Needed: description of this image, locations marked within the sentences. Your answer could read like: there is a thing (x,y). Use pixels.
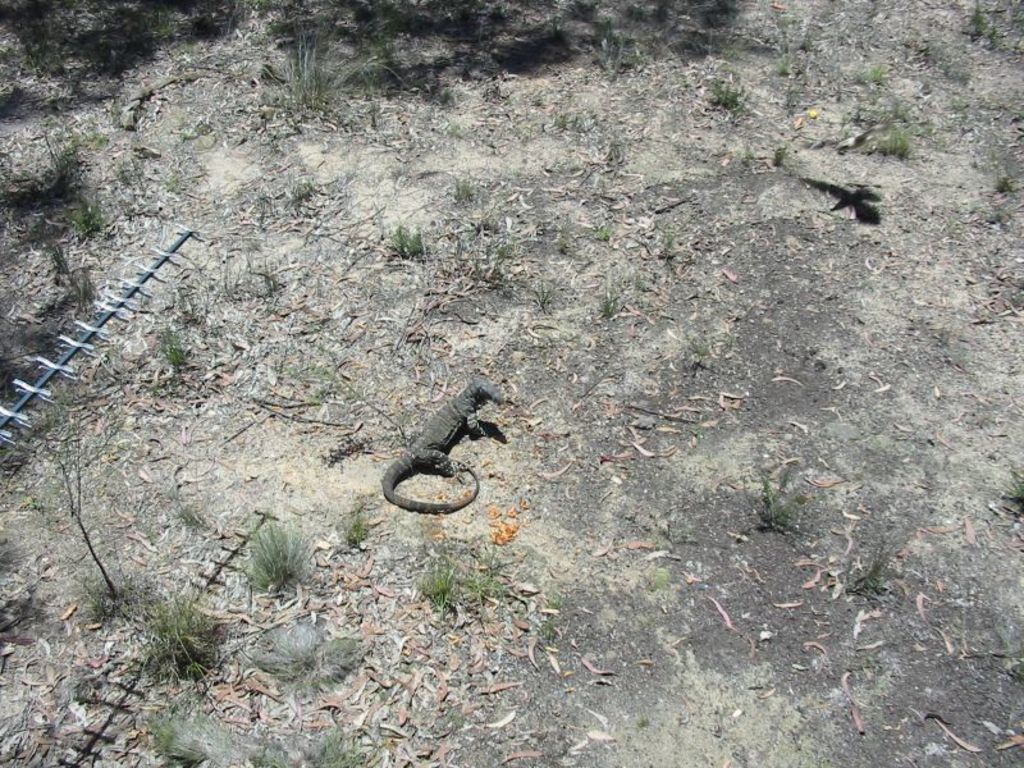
In this image I can see ground (422,319) and on it I can see a lizard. I can also see grass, a white colour thing (0,434) and shadow (500,432) over here.
